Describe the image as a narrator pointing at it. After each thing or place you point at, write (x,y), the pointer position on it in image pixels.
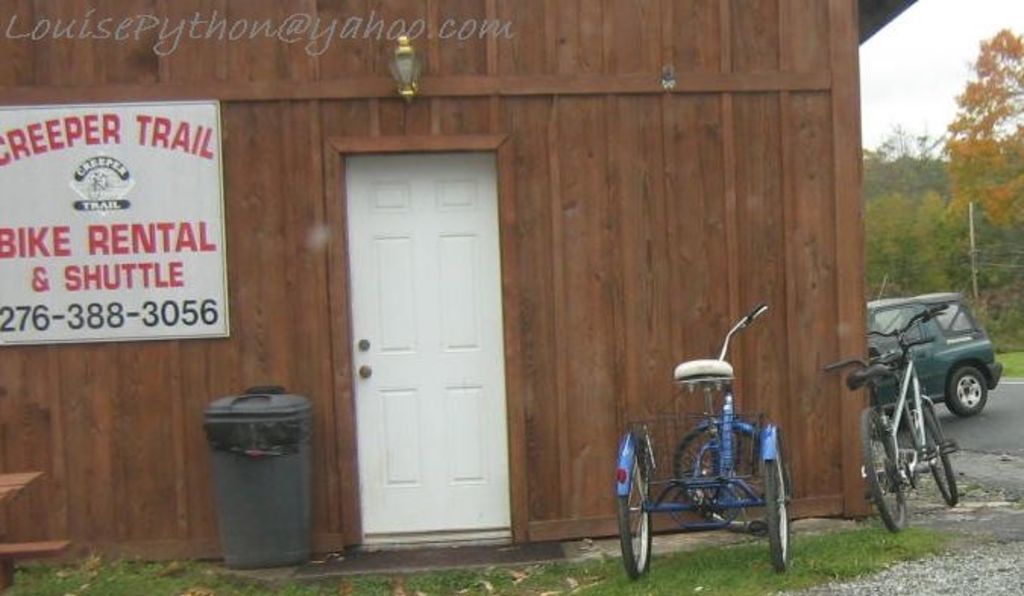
We can see bicycles (715,473), car (954,356), road (1014,428), grass (614,565) and dust bin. We can see board (111,180) on a wooden wall (330,149) and door (401,301). In the background (981,255) we can see pole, trees (900,221) and sky (938,31).
